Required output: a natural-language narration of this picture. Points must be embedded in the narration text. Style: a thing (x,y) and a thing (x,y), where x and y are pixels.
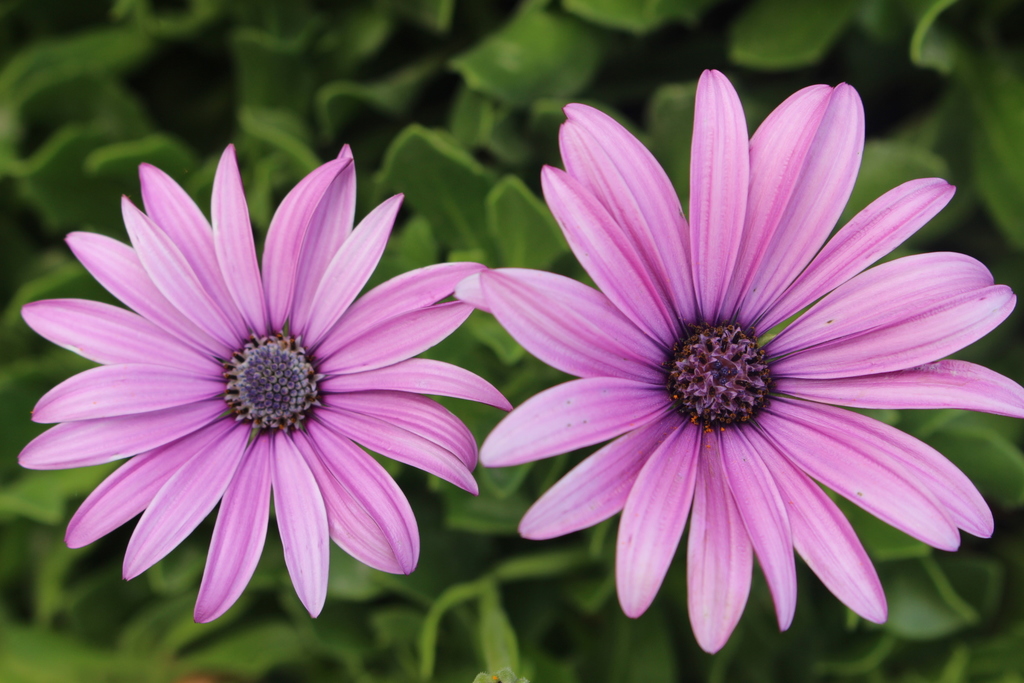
In this image, we can see flowers (438,272) and in the background (693,33), there are leaves (457,576).
